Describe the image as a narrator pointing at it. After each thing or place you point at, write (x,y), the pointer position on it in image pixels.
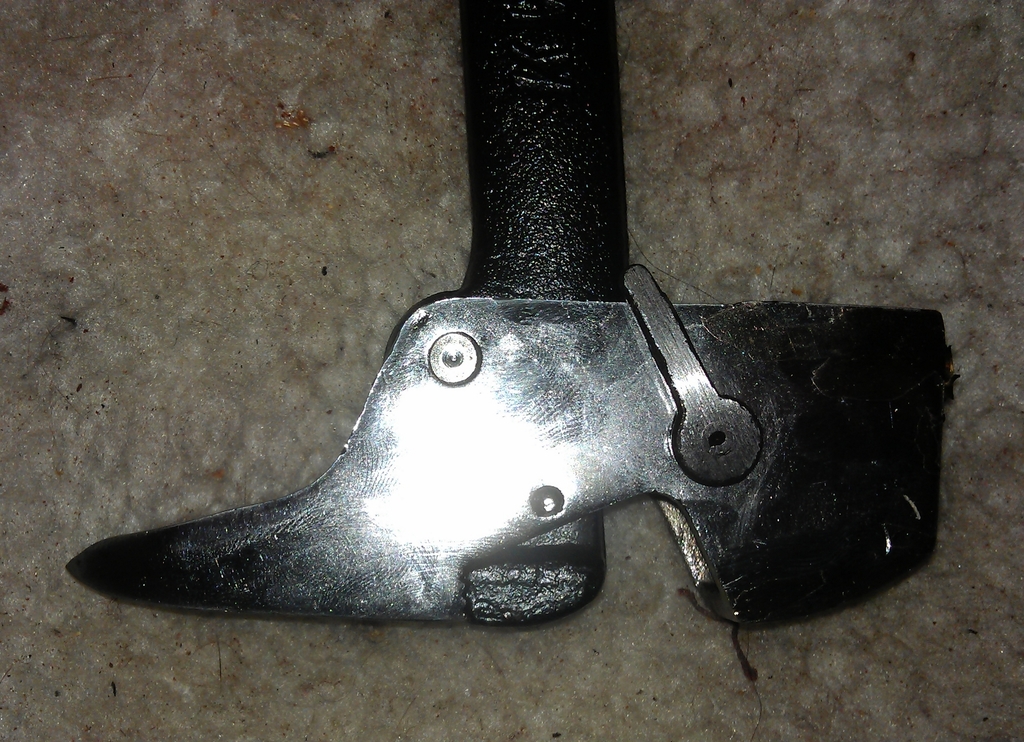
In the picture there is a metal object (156,539) present on the floor (597,672).
